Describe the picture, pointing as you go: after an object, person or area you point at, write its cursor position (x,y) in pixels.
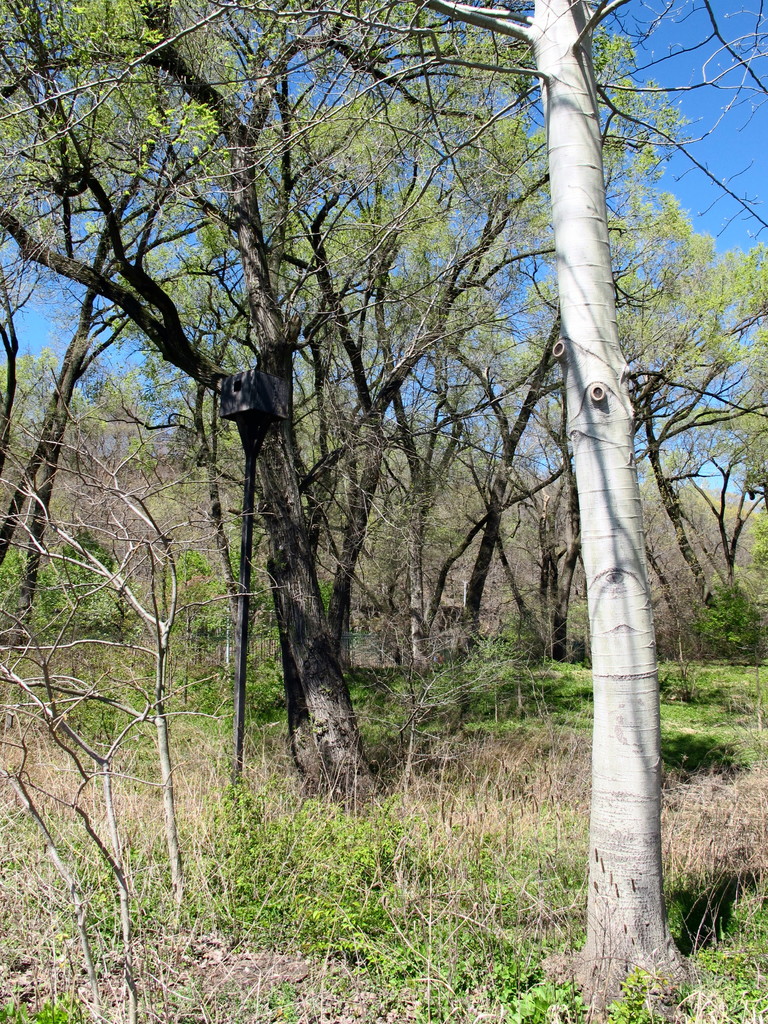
In this image I can see many trees (312,551). In the background (742,192) there is a blue sky (749,107).
